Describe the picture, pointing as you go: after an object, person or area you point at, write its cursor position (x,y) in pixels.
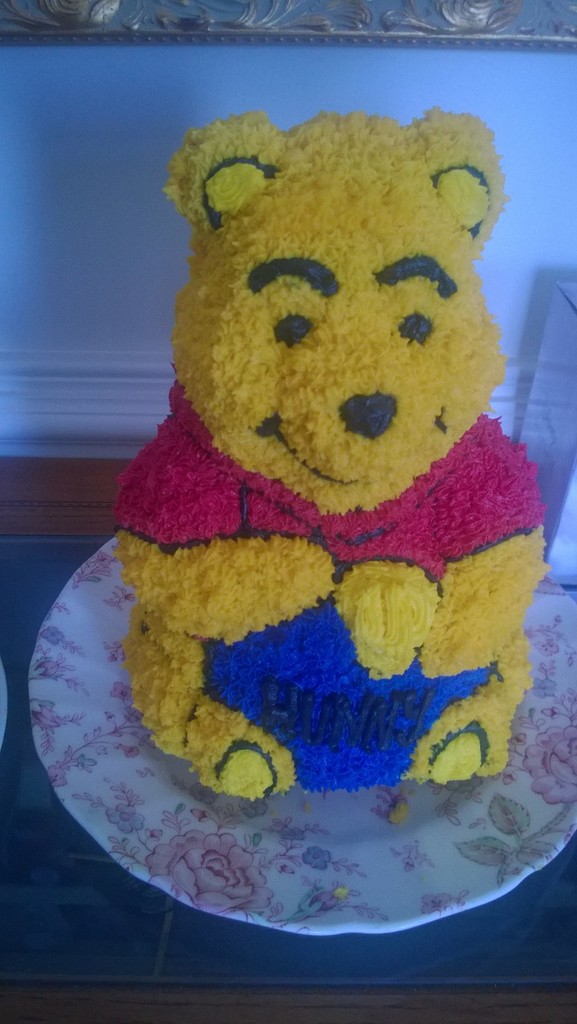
In this image we can see a doll (437,386) made with food items (297,615) placed in a plate (378,810) kept on the table (416,983).
